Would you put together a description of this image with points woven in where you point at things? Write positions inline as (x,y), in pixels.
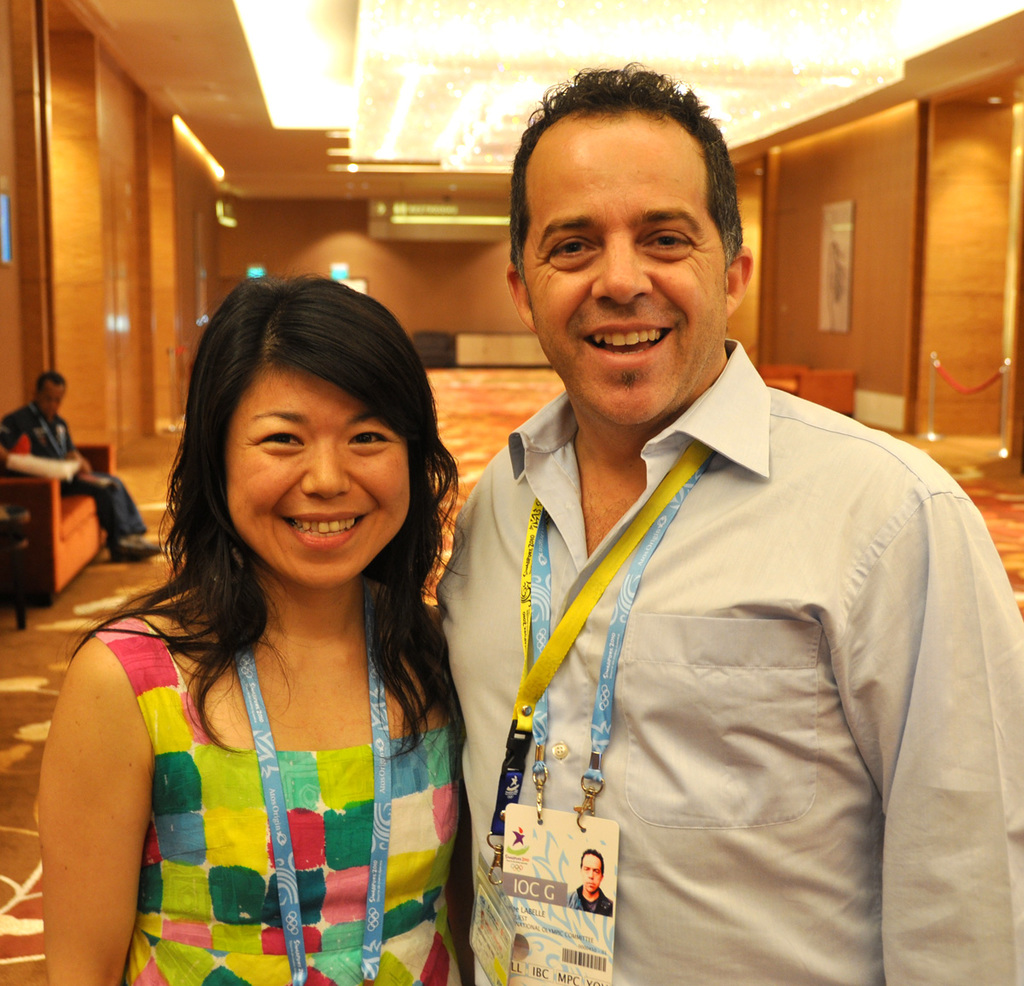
There are 2 people (515,605) in a room (542,402). They are standing and smiling. They are wearing id cards (520,844). A person (135,529) is sitting on the left (66,484). There is a photo frame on the right (825,291) and there is a red rope fence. There are lights (272,50) at the top (272,36).
